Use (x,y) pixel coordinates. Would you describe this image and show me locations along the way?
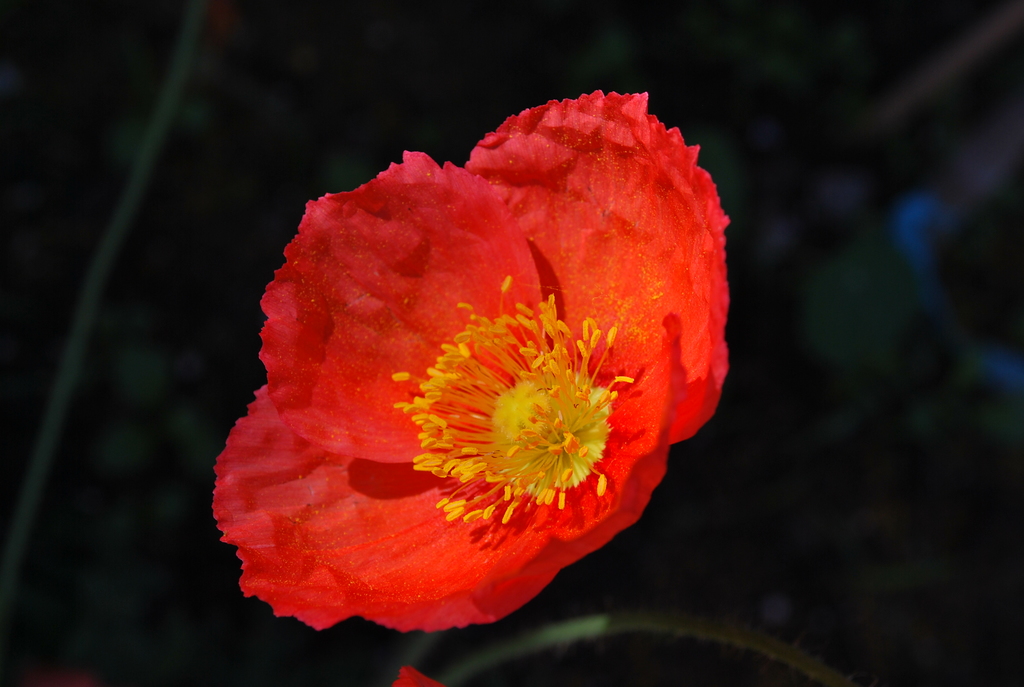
Here I can see a flower (374,441). Its petals (352,388) are in red color and stamens (486,382) are in yellow color. The background (167,226) is in black color.
